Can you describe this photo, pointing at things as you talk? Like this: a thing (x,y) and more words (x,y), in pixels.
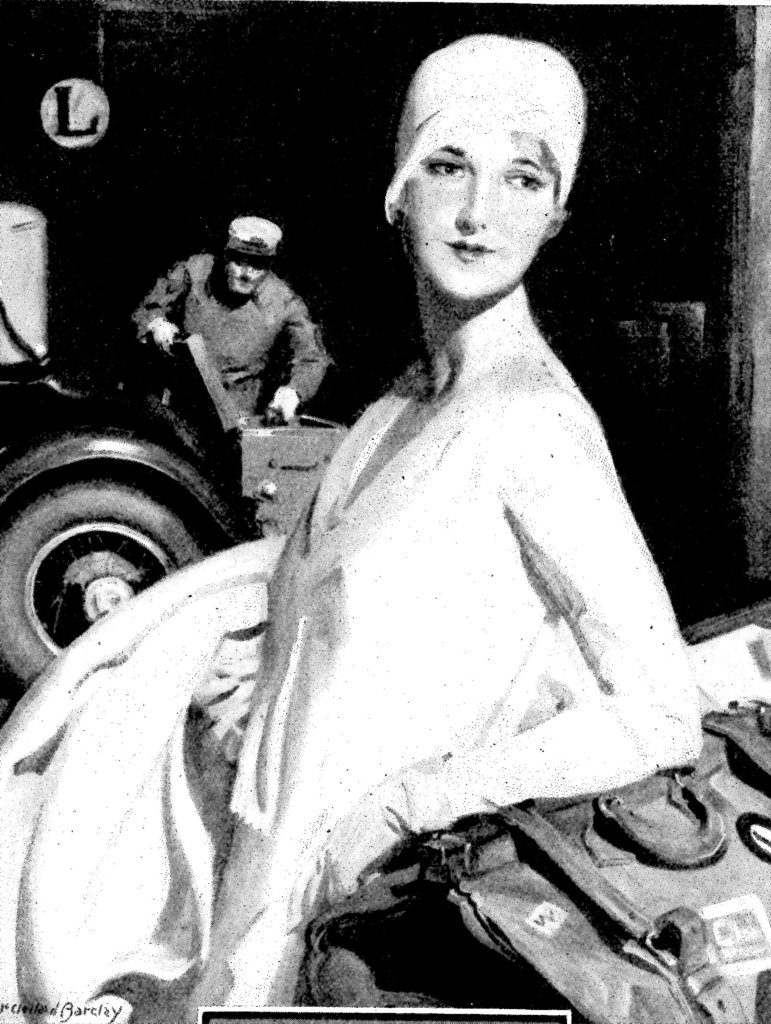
It is a black and white picture. In the image in the center (318,635) we can see two persons (402,633) were standing. And we can see a vehicle (124,523) and backpack (605,802). On the left bottom (67,1019) there is a watermark (67,1008). In the background (321,226) we can see a wall (67,165), sign board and few other objects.
